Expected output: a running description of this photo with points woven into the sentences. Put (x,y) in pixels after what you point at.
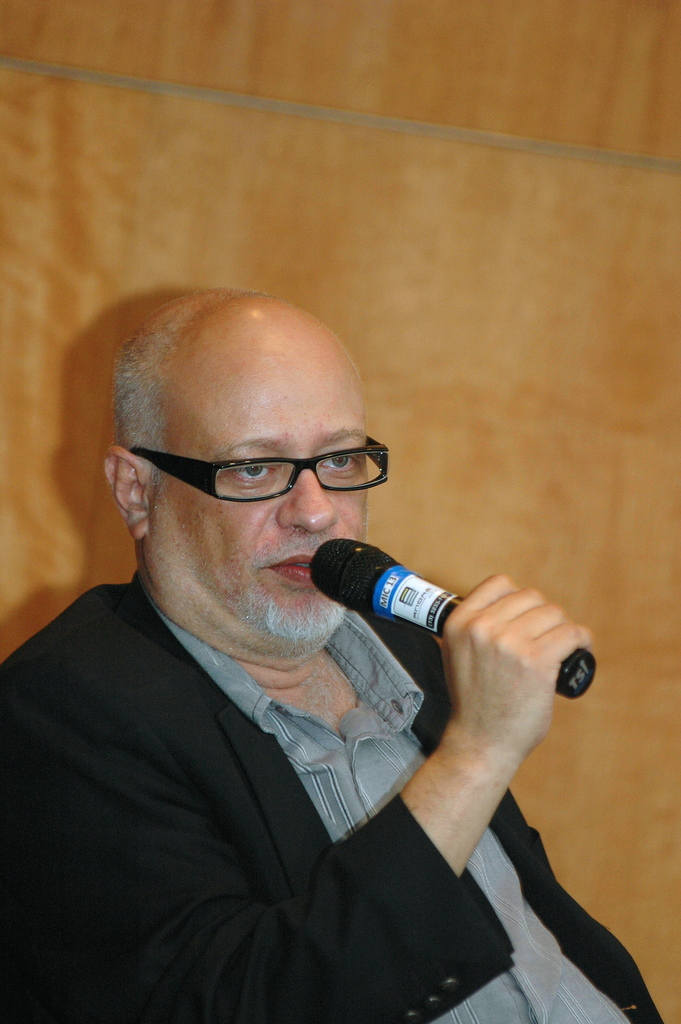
In this picture I can see a man (320,752) speaking with the help of a microphone (409,587) in his hand (473,656) and it looks like a wooden wall (274,86) in the background (77,47).
